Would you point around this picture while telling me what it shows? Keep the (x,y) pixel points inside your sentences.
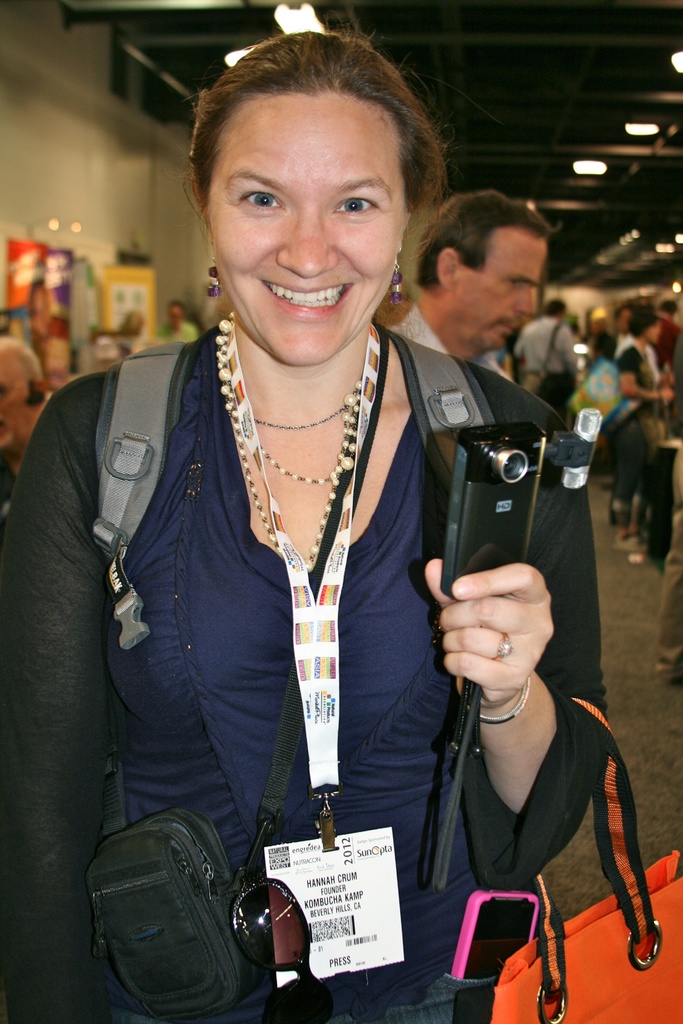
In this image I see a woman (69,898) who is carrying bags (668,1012) and she is holding a camera (486,524) in her hand (544,590), I also see that she is smiling. In the background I see there are lot of people (478,209) and the lights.
